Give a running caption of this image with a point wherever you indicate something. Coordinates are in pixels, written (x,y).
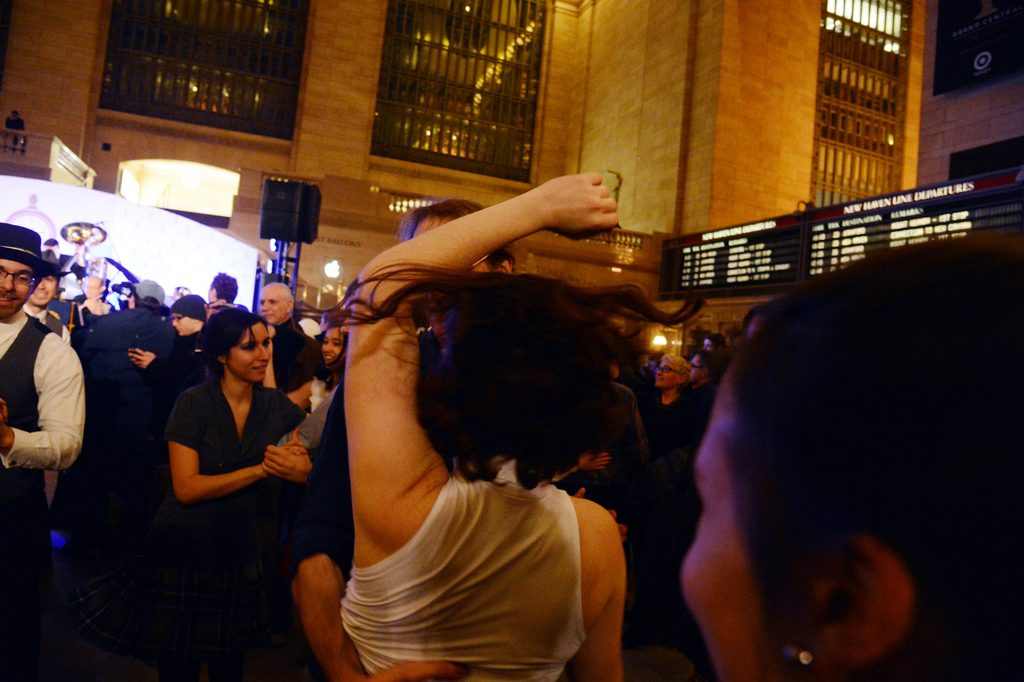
In this picture there are few persons (391,482) standing and dancing and there is a building (518,96) in the background (583,64).
